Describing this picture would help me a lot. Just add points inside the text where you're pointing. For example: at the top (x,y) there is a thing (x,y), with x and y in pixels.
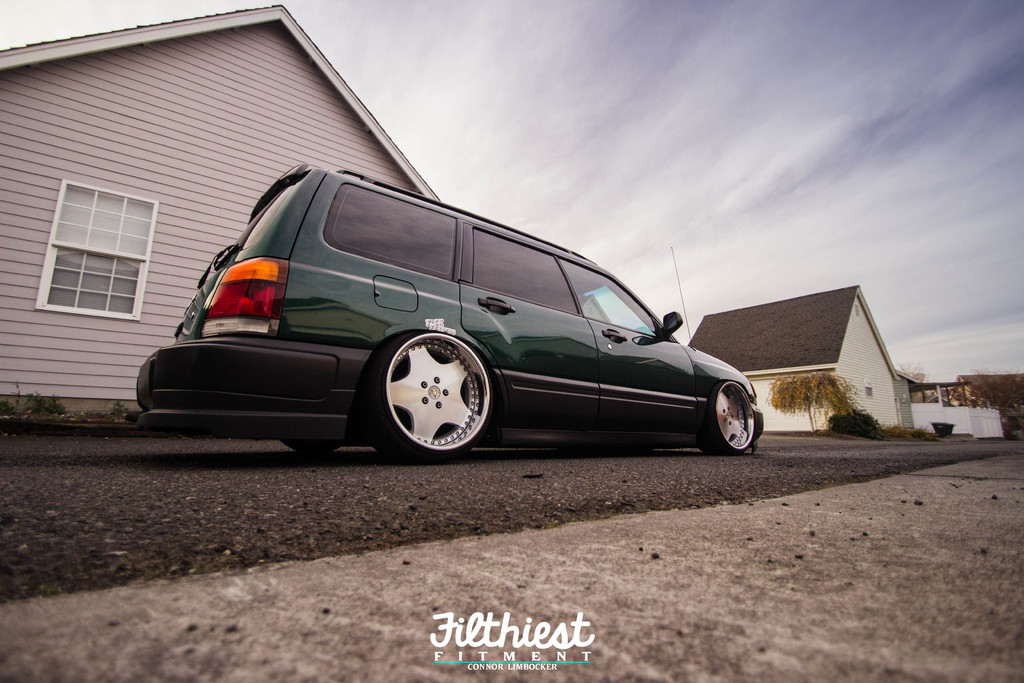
In this picture I can see a vehicle (723,396) on the road (618,469), there are houses (777,394), trees (777,394), and in the background (783,275) there is sky (606,162) and there is a watermark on the image.
